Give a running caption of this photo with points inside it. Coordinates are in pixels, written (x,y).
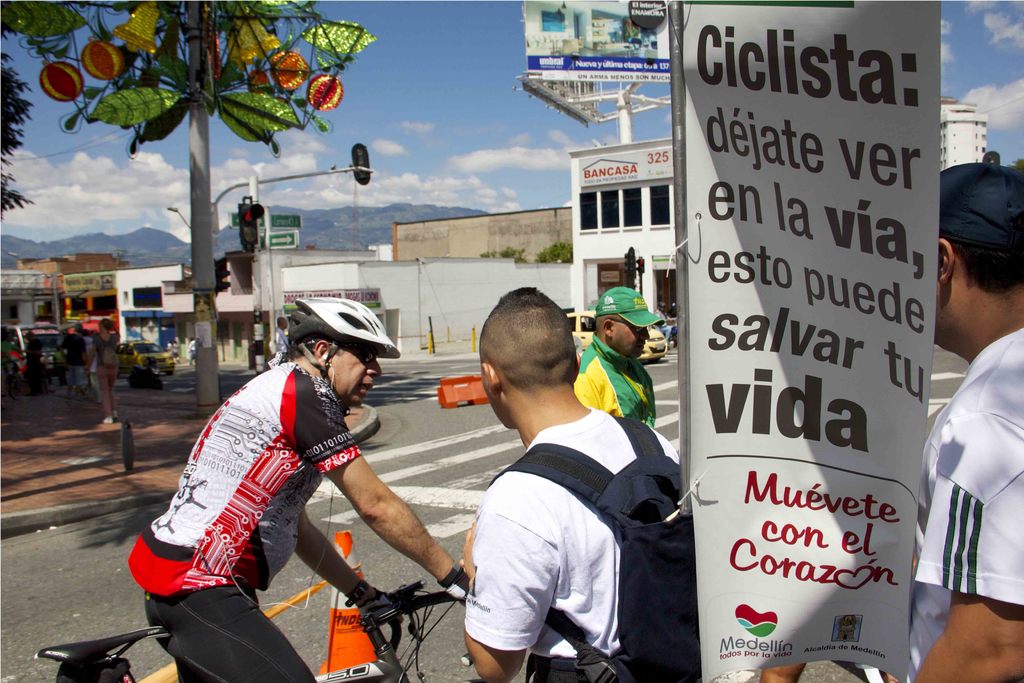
In this picture we can see four persons (507,382) one person (366,372) is holding bicycle (420,609) wore helmet (330,311) and other is carrying bag (656,584) and here the person (1005,435) at back of banner (728,306) and in background (283,196) we can see houses (181,292), sky (335,160) with clouds (180,182), traffic signal (216,277), some more persons (82,350), car (130,347), ground (178,363), hoarding (544,60), trees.
